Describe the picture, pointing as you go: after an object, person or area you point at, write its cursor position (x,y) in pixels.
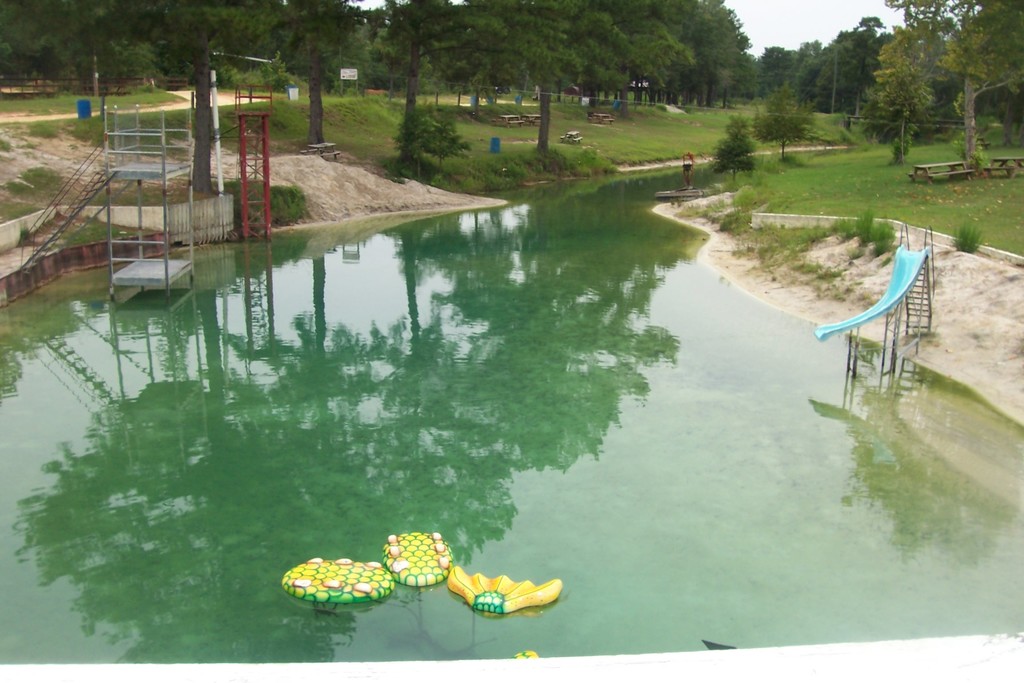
In this image I can see few trees (551,54), water (460,407), poles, ladder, benches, tables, blue slide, few colorful objects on the water (192,283) and fencing (74,78). The sky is in white color.
